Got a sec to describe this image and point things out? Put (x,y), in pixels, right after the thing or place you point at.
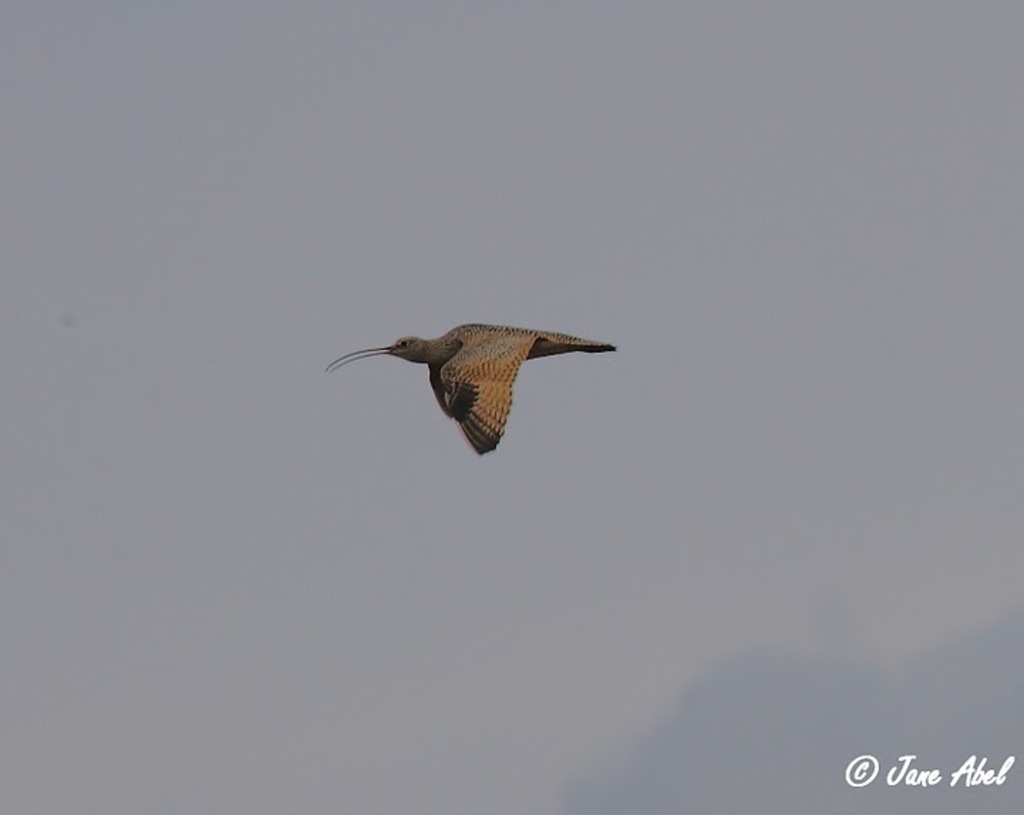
In this picture we can see a bird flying in the sky (185,419) and at the bottom right corner (995,758) we can see text (994,776).
